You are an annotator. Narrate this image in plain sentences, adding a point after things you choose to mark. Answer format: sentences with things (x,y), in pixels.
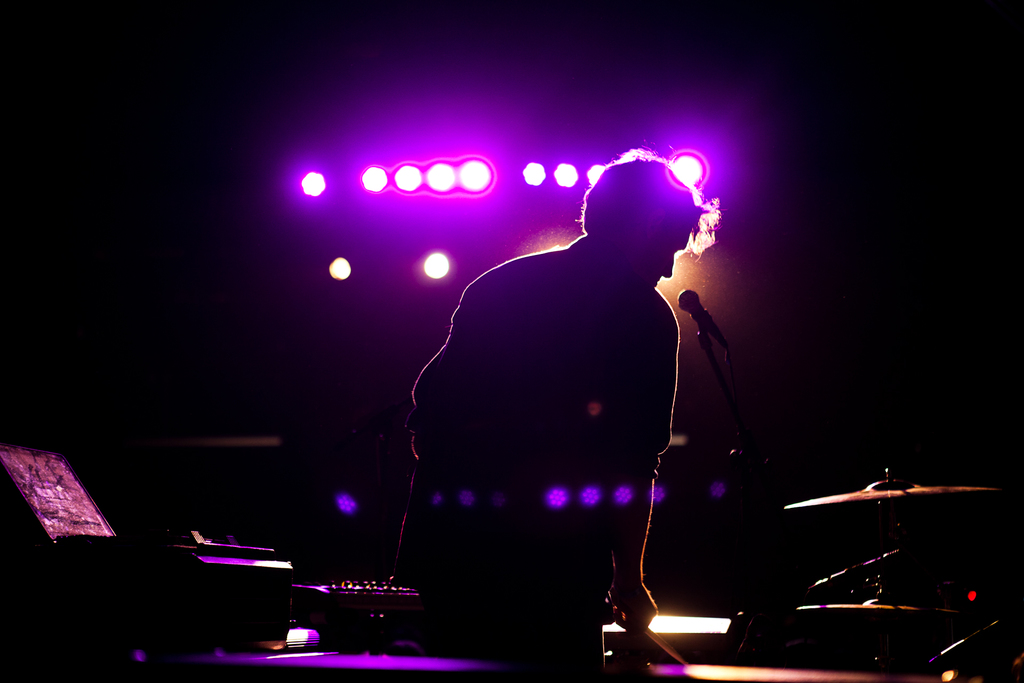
This image is taken in a concert. In this image the background (447,172) is dark and there are a few lights (408,191). In the middle of the image (540,415) a man (509,469) is standing and there is a mic (741,504). At the bottom of the image (300,588) there are a few musical instruments (874,579).
